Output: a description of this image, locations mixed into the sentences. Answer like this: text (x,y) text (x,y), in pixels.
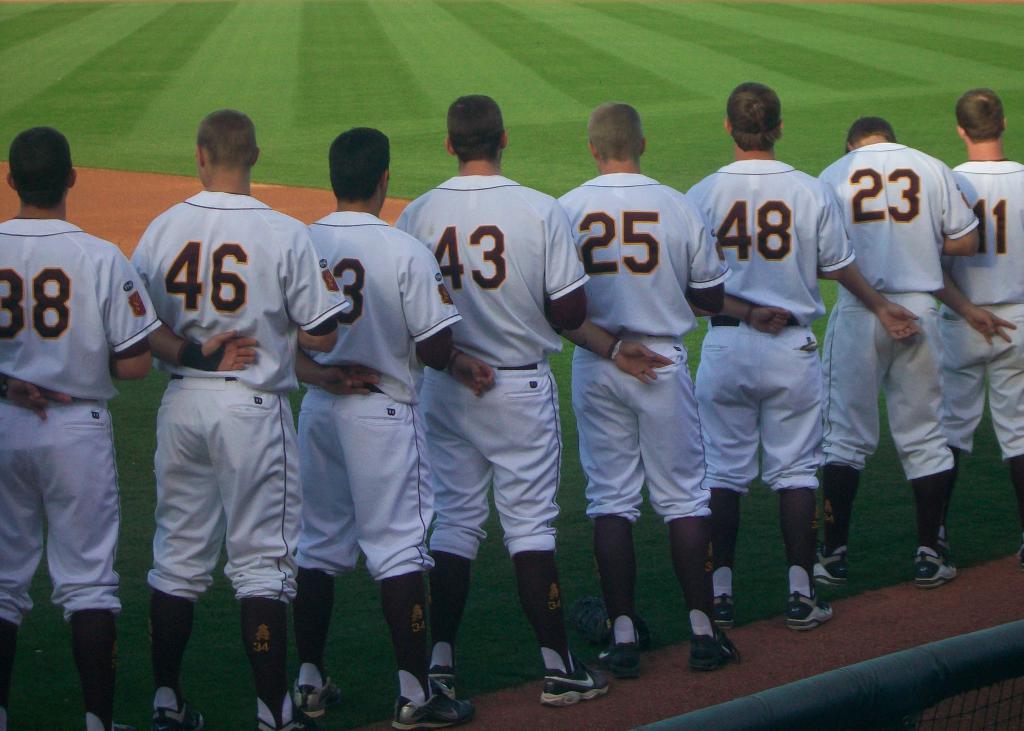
In this picture there are boys (367,395) those who are standing in series in the center of the image (532,373) and there is grassland (143,463) on the floor (498,73).
